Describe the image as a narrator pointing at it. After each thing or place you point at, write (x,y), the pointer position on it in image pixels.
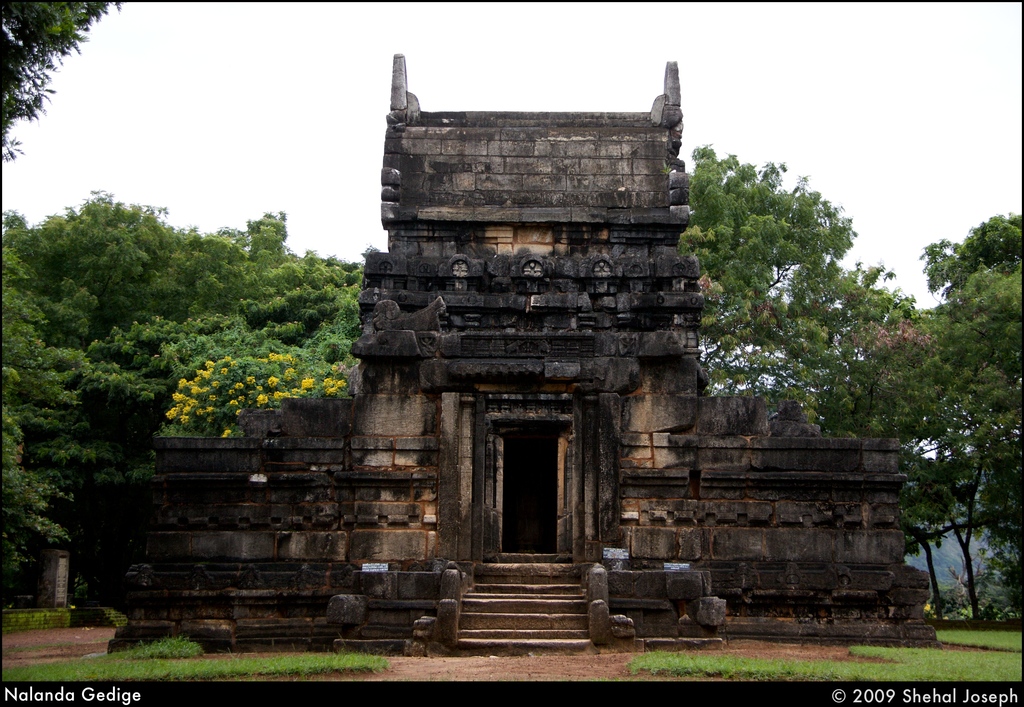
In the image we can see a stone building (555,441) and these are the stairs (509,608). Here we can see grass (929,673), trees (884,382) and white sky (254,114). On the right (895,698) and left, bottom we can see the watermark (101,694).
